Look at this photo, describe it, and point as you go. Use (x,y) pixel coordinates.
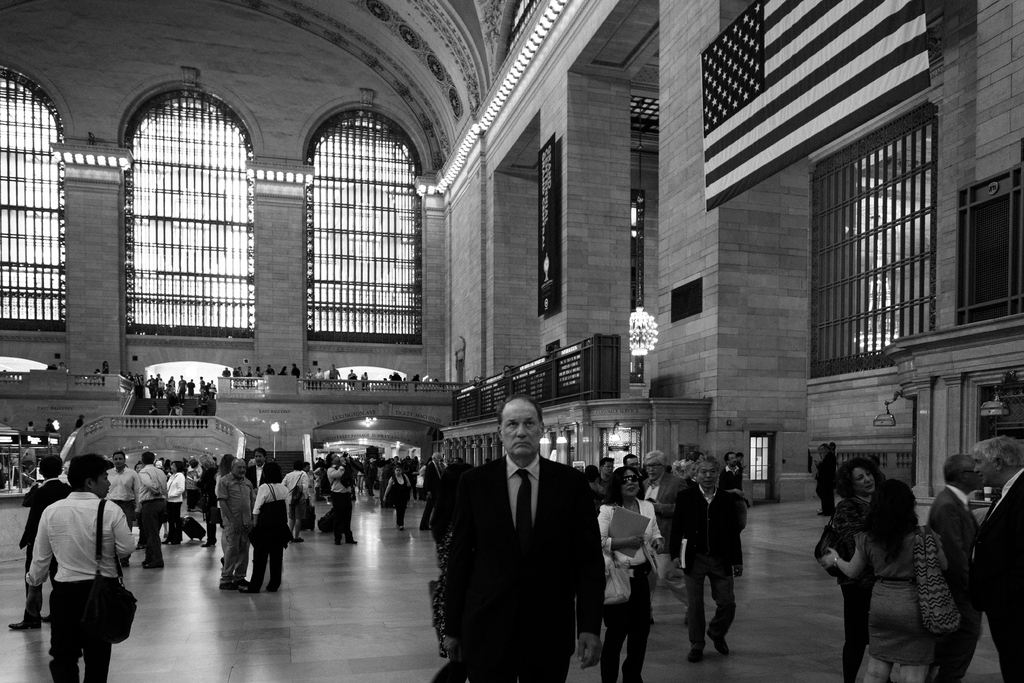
In this image I can see the group of people (441,532) standing inside the building (334,588). I can see few people (42,524) are holding the bags (622,575). In the background (157,430) I can see the railing (187,415) and I can see the board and banner (547,238). I can also see the lights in the top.
